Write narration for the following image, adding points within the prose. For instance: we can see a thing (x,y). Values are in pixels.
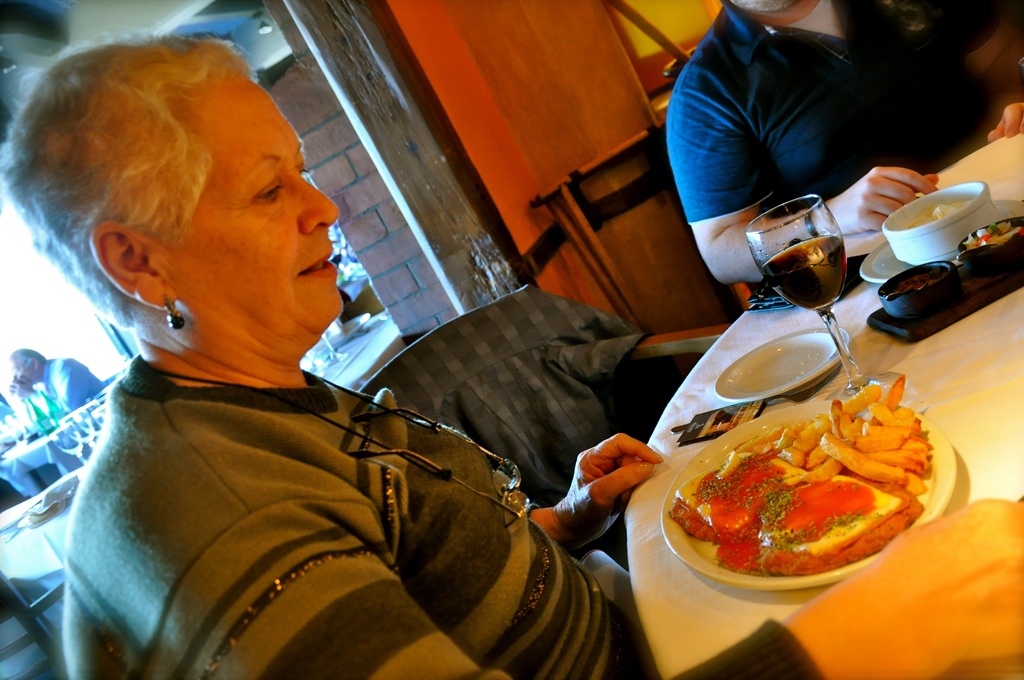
This is the picture of a place where we have two people (434,446) sitting on the chairs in front of the table (788,595) on which there are some food items (872,458), glasses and some other things (663,466) and also we can see some other people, chairs (23,590) and tables (44,494).
